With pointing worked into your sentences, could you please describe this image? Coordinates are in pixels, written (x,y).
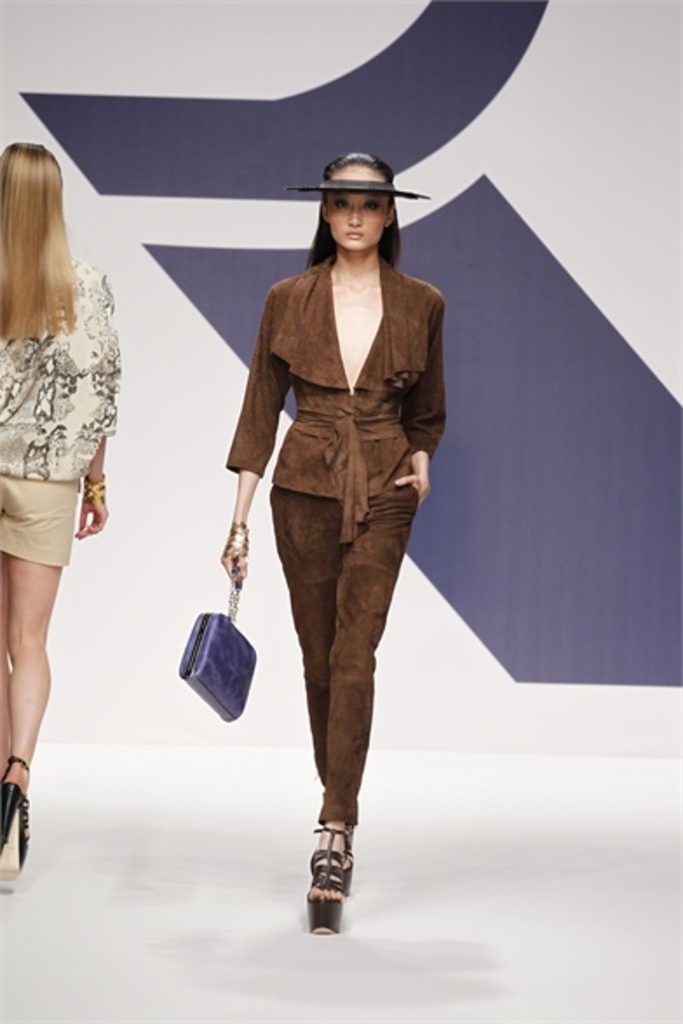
In this image we can see a woman (319,921) holding a bag (235,607) and walking on the ramp (98,1016) and it looks like a ramp walk and there is an another woman (22,219) walking.
